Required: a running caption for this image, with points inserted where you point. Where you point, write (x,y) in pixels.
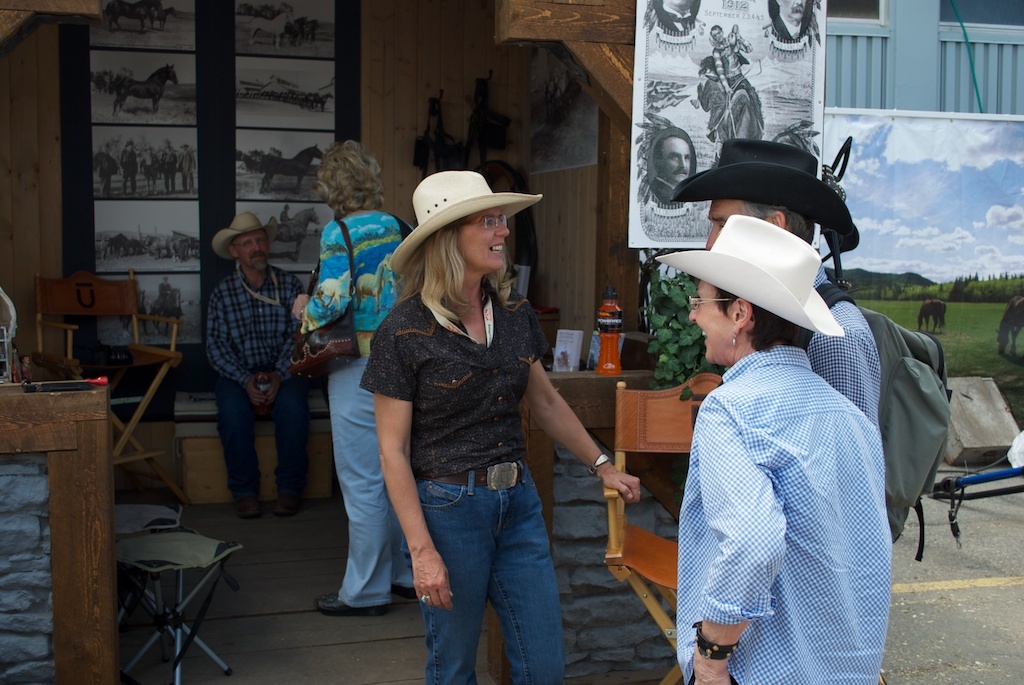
In this image there are group of persons (282,335) sitting and standing and in the front (463,346) there are persons (752,399) standing and smiling. In the background (313,112) there are paintings (313,134) and there is a plant (679,333). On the left side (145,363) there is a chair (132,364) and there is a wooden stand (68,480) and there are stools (151,560). On the right side (990,324) there is the painting board (971,273) and there is an object (976,483) which is blue and black in colour.
